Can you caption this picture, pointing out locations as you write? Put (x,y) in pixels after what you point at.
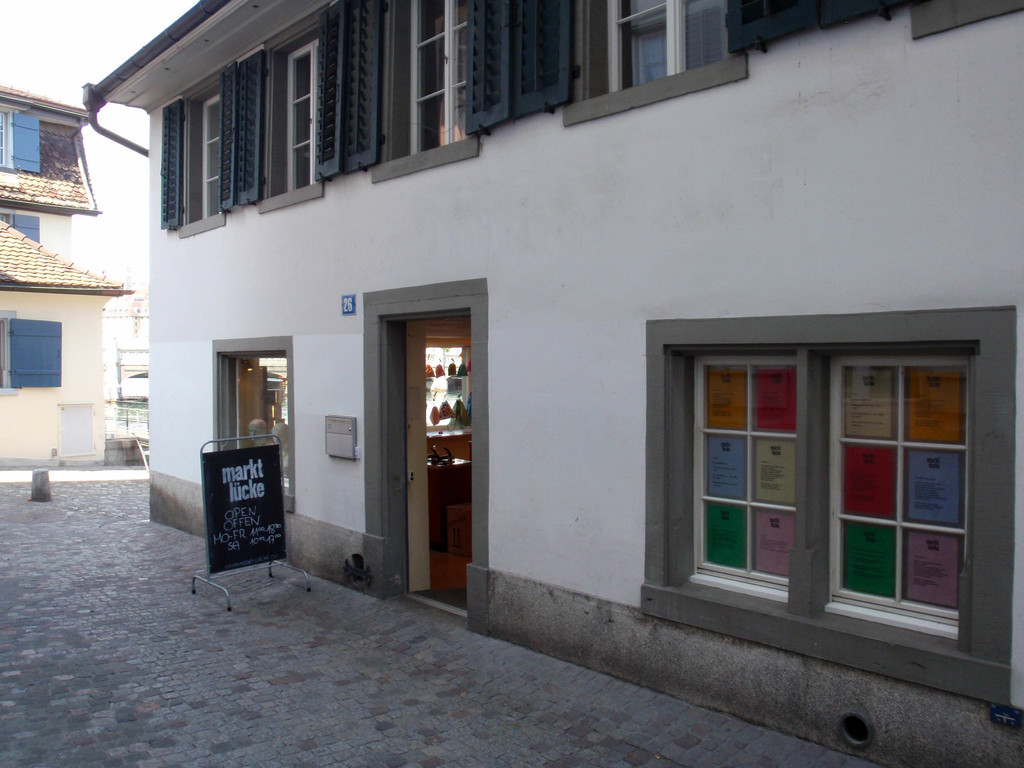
In this picture I can see buildings (97,100) with windows (22,330), there are boards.
